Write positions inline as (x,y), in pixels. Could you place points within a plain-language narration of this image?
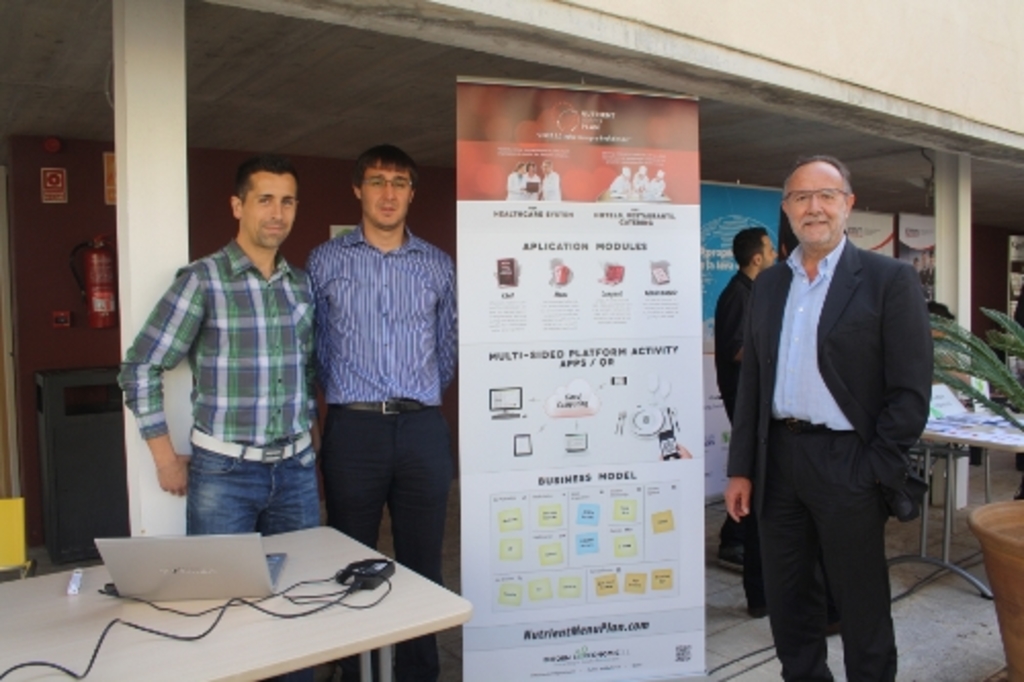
Here we can see four persons (743,565) are standing on the floor (955,641). This is banner (628,332). There is a table (258,617). On the table (275,608) there is a laptop (244,551). This is pillar (162,11) and there is a wall (332,183).
